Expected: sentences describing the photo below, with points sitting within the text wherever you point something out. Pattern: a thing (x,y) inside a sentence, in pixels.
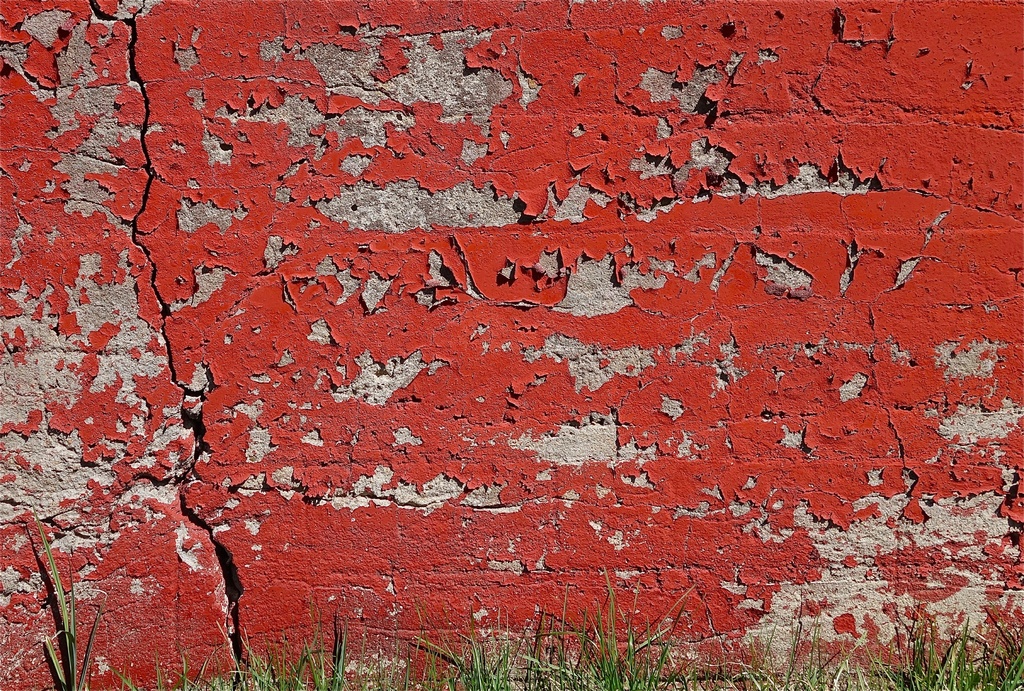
In this picture we can see grass (205,684) and a broken wall (489,510) with a red color paint (942,267) on it.
